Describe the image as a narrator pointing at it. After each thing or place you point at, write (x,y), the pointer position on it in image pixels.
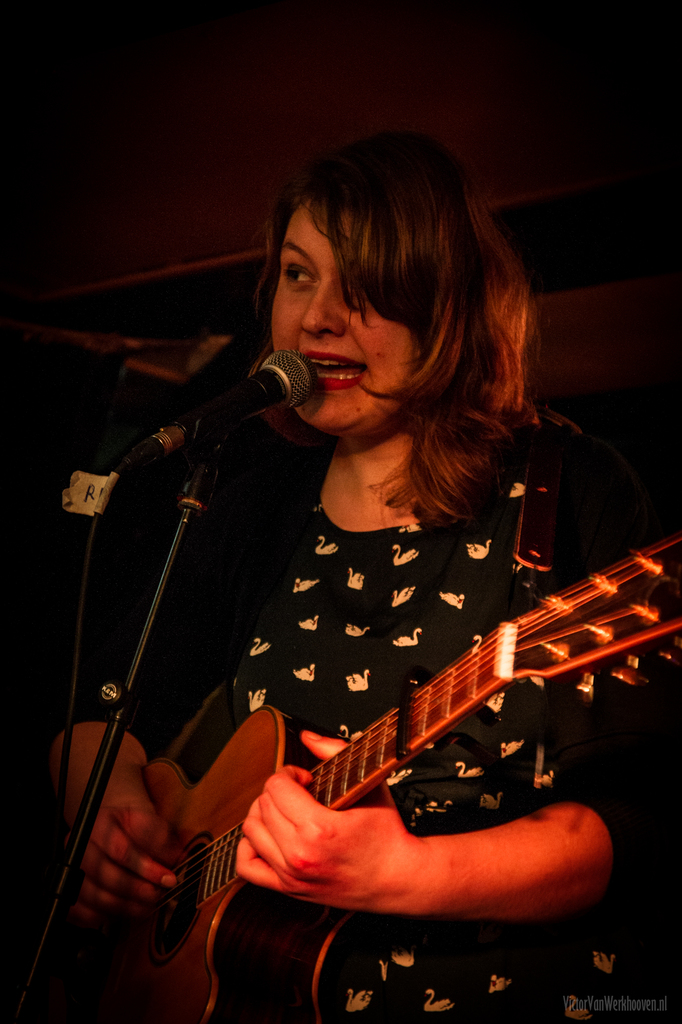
This is the picture of a woman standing and playing a guitar (260,955) and singing a song in the microphone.
